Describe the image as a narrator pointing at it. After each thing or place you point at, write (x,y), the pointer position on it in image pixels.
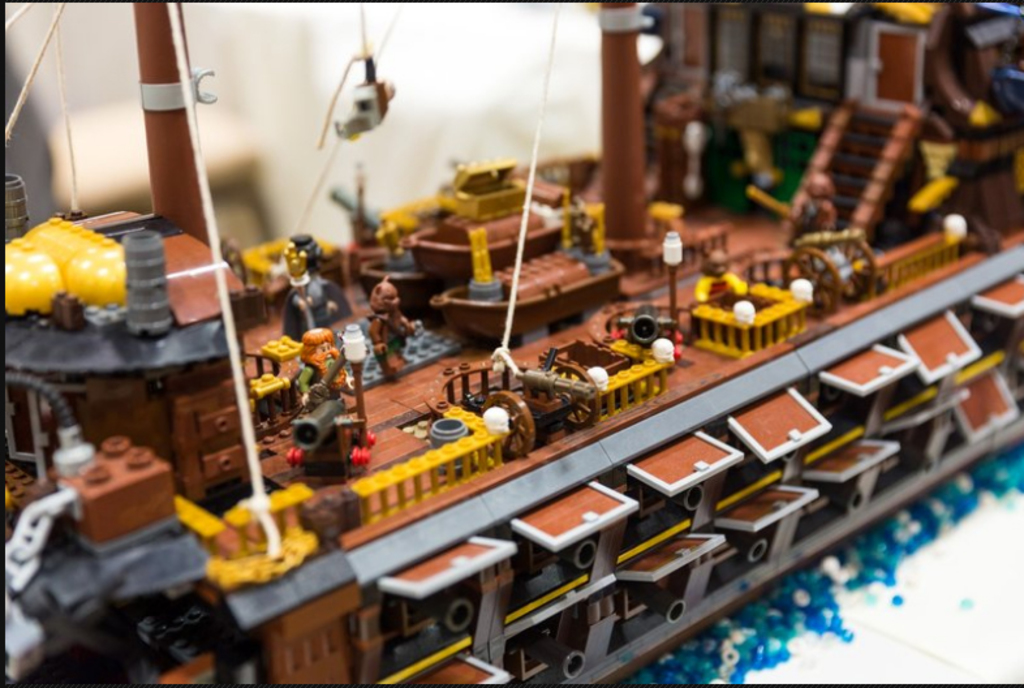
In this picture we can see toys (445,580) made of building blocks (817,18), threads (542,104) and in the background (212,140) it is blurry.
